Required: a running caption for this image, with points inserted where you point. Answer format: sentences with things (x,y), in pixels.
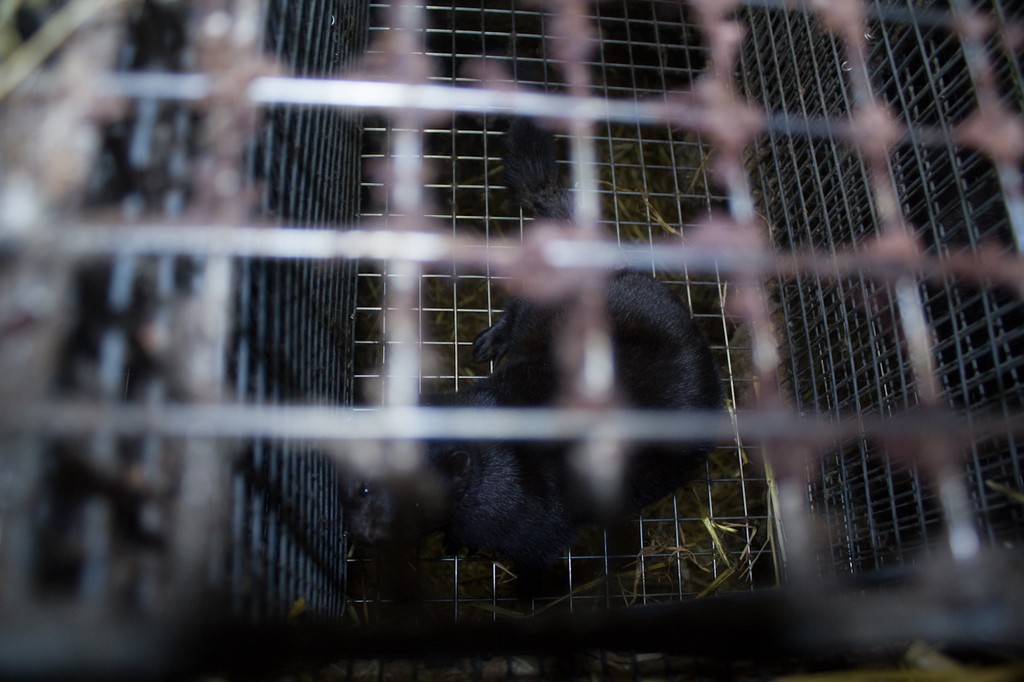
In this picture we can see a animal (502,472) in the cage (598,300).
